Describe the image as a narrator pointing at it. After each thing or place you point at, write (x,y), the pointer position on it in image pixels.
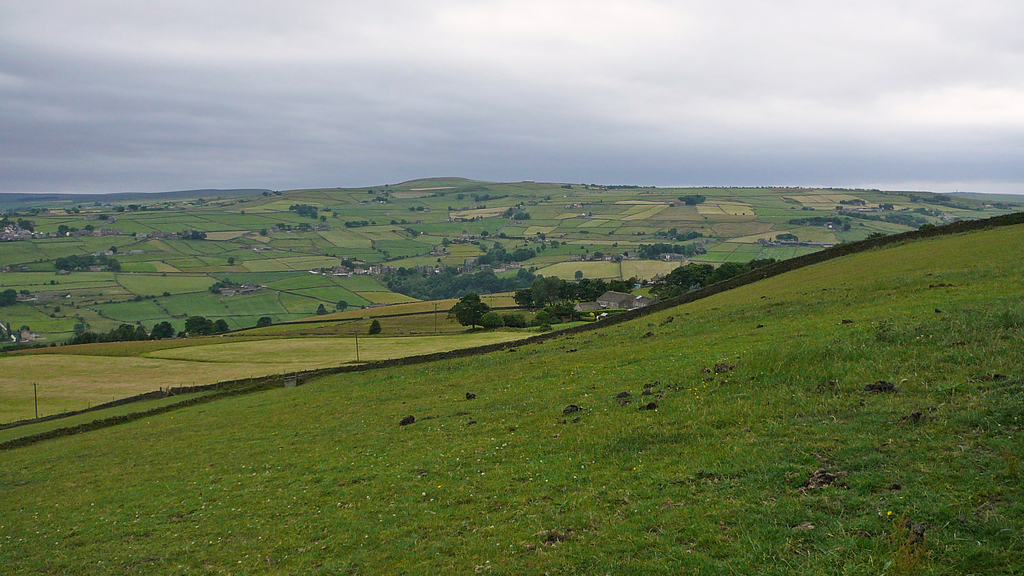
In this image there are fields (579,362) and we can see trees (523,305). In the background (341,181) there are hills (446,199) and sky (447,84).
